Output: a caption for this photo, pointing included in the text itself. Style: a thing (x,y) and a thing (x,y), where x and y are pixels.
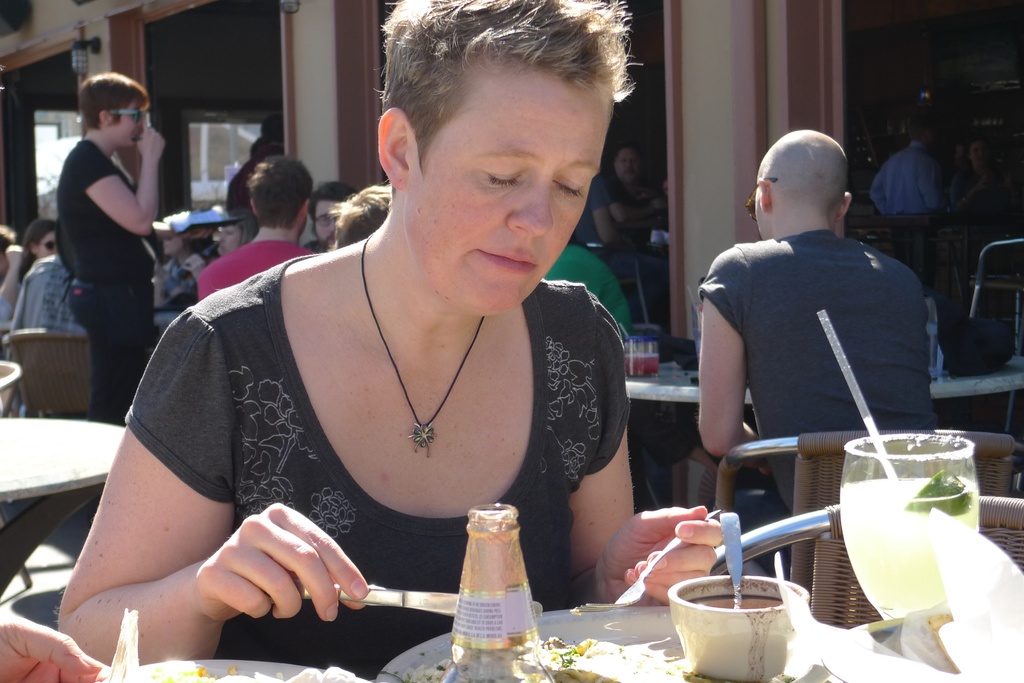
The women (245,449) wearing black dress (233,448) is holding a fork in her hand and there is a table (639,611) in front of her which has some eatables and drinks (894,568) on it and there are group of people (188,247) sitting in the background (94,246).
